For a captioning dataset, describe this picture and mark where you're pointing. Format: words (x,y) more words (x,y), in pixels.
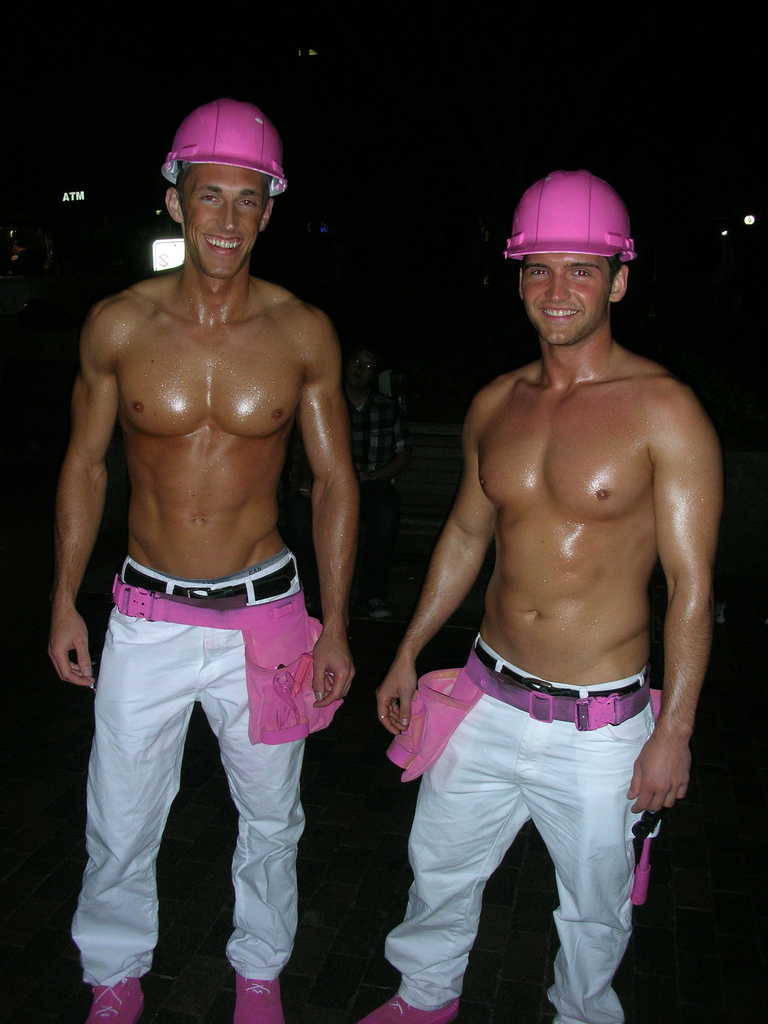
In this picture I can see two persons (530,548) standing and smiling, there is a person (398,480) sitting, there are lights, and there is dark background (29,156).
